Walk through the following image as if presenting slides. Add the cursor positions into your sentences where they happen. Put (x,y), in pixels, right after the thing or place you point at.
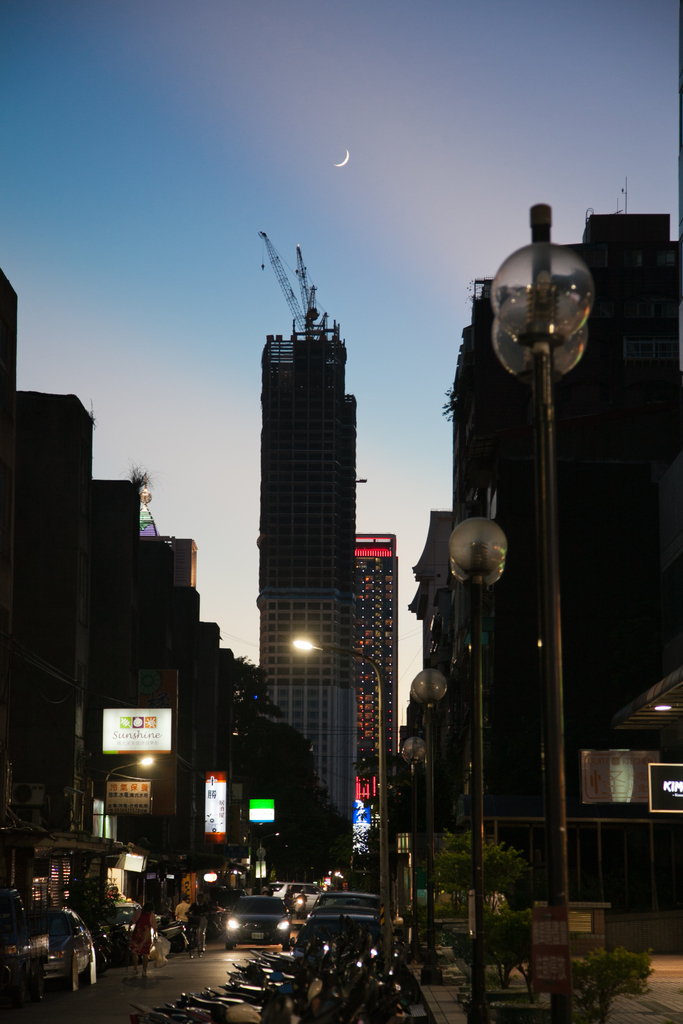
This is the picture of a city (481,723). In this image there are vehicles (289,955) on the road (56,997) and there is a person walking on the road (127,984) and there is a person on the road (205,980). At the back (189,839) there are buildings (92,830). On the right side of the image (512,950) there are poles (483,983) and trees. At the top (150,110) there is sky (133,107) and there is a moon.
